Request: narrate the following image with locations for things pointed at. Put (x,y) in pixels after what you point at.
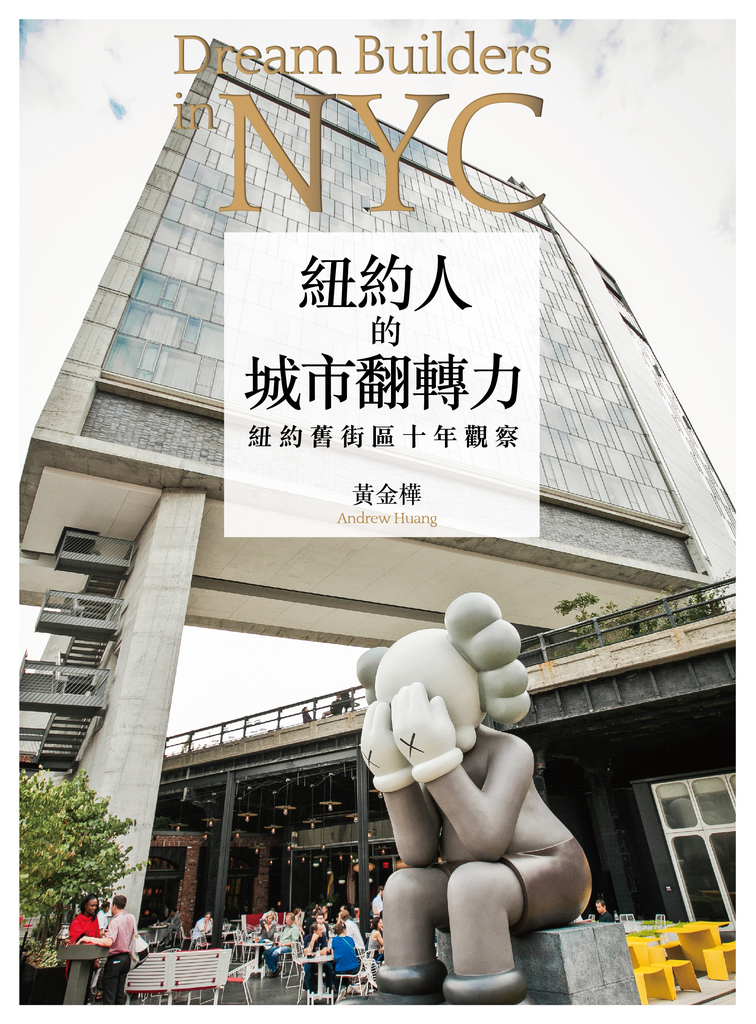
In this image I can see the statue (420,899) sitting on the road (385,995). To the side of the statue (408,962) I can see group of people (313,978). Among these people (275,945) few (354,934) are sitting on the chairs (225,980) and few (93,934) are standing. These people (93,934) are wearing the different color dresses (313,948). I can see the tree (51,877) to the side. In the back (274,743) there is a bridge (264,749). And these people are sitting under the bridge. I can also see the big building (122,431). In the background (87,122) there are clouds (568,167) and the sky (649,28).
